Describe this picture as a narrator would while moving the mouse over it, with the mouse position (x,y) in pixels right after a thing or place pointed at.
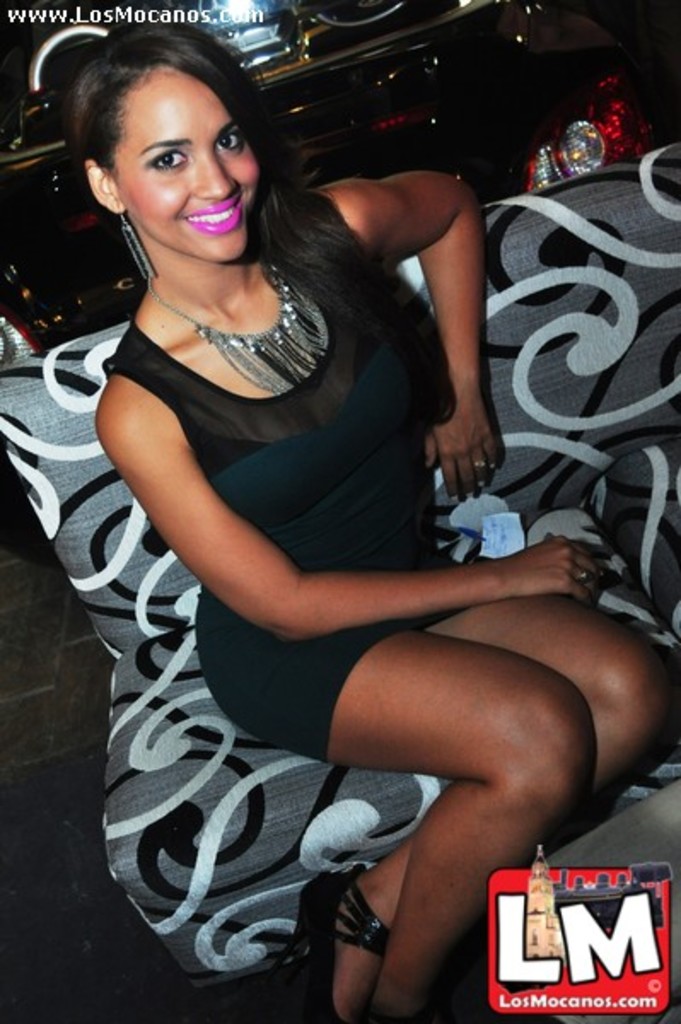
In this image I see a woman (269,391) who is smiling and I see that she is wearing black and dark green dress (322,402) and I see that she is wearing a necklace (232,349) and I see that she is sitting on a couch (61,372) which is of grey, white and black in color. In the background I see the red and silver color thing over here and I see the light (243,14) over here and I see the watermark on the top (248,13) and I see another watermark (506,898) over here and it is a bit dark in the background (329,109).
